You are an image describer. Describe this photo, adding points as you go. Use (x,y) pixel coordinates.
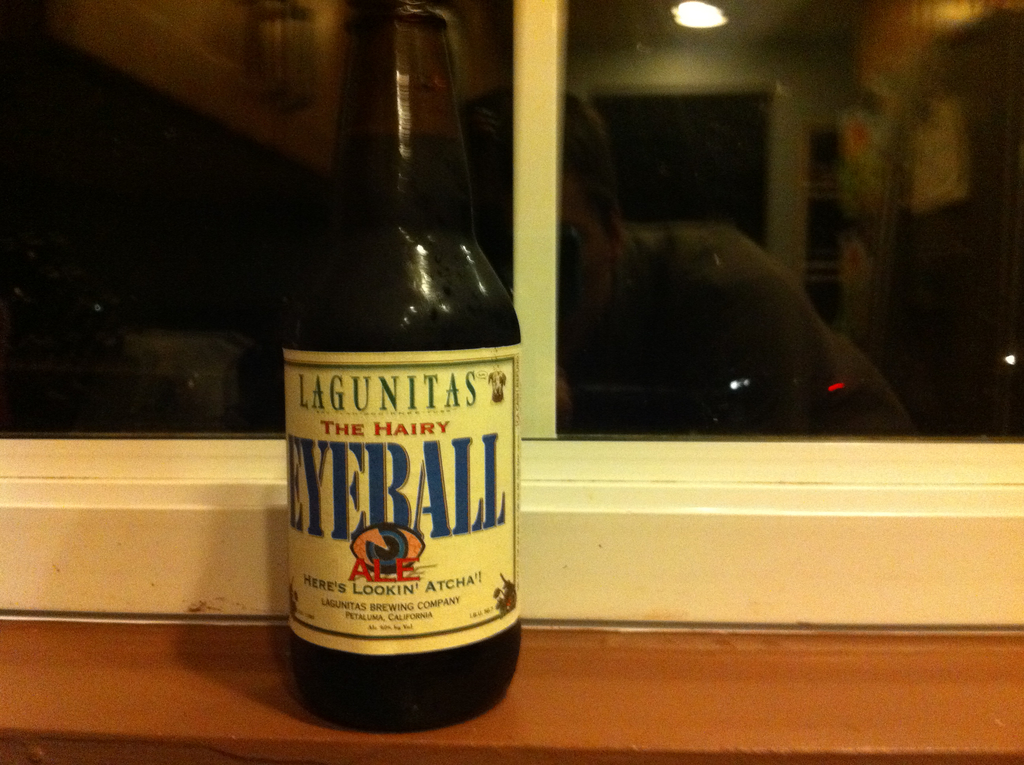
In this image we can see a bottle (432,546) with sticker (433,518) and in the background (158,304), we can see a window (202,409), on the window (621,257), we can see a reflection (621,257) of a person (661,263), light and some other objects (691,117).
